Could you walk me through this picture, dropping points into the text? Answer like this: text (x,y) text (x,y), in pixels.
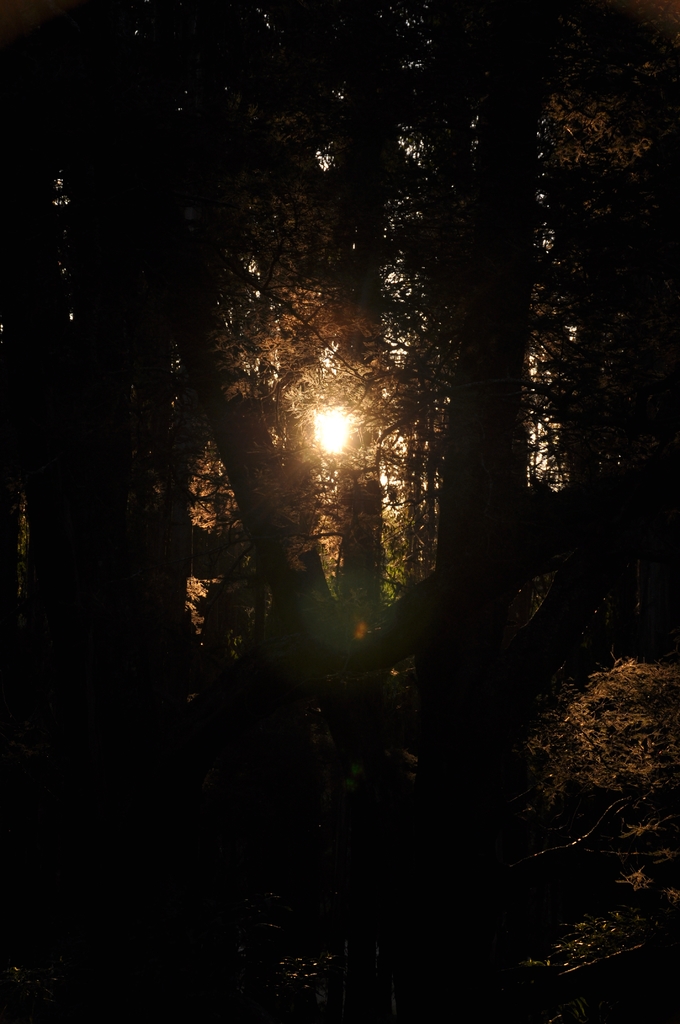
This image is dark. In this image we can see trees (377,444). Through the trees (368,438) we can see a light (340,421).
